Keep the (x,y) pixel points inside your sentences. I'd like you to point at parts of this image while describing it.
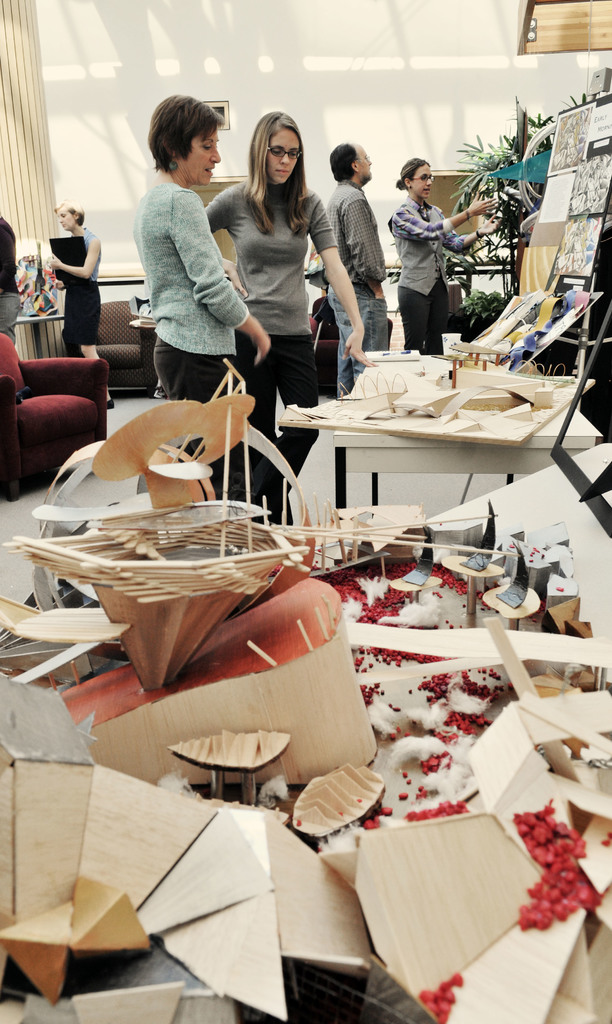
In this image, there are four persons (160,146) standing in the top middle of the image (262,312) and talking. In the bottom of the image (262,978), there is a table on which basket (202,629), bamboo sticks (238,566) and art (355,557) is kept. In the background (340,32) there is a wall (188,16) which is white in color and a window (527,50) on the right top (531,2). In the left side of the image (94,294), there are two persons (3,231) standing and holding a folder (78,244) and one is visible half, below to that a sofa chair (9,369) is kept which is maroon in color. This image is taken inside a hall (130,403).
